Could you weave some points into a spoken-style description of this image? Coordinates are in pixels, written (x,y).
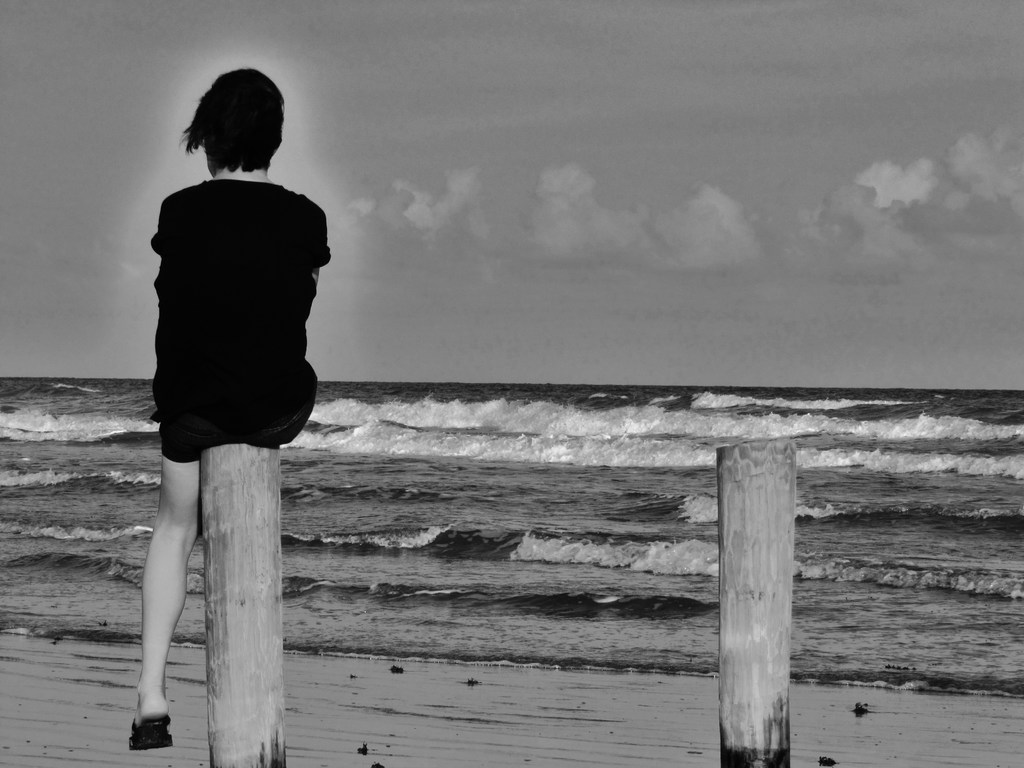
In this picture in the front (264,432) there are wooden poles (251,593) and there is a person (245,430) sitting on the pole (229,492). In the background (496,434) there is an ocean (554,428) and the sky (449,195) is cloudy.
